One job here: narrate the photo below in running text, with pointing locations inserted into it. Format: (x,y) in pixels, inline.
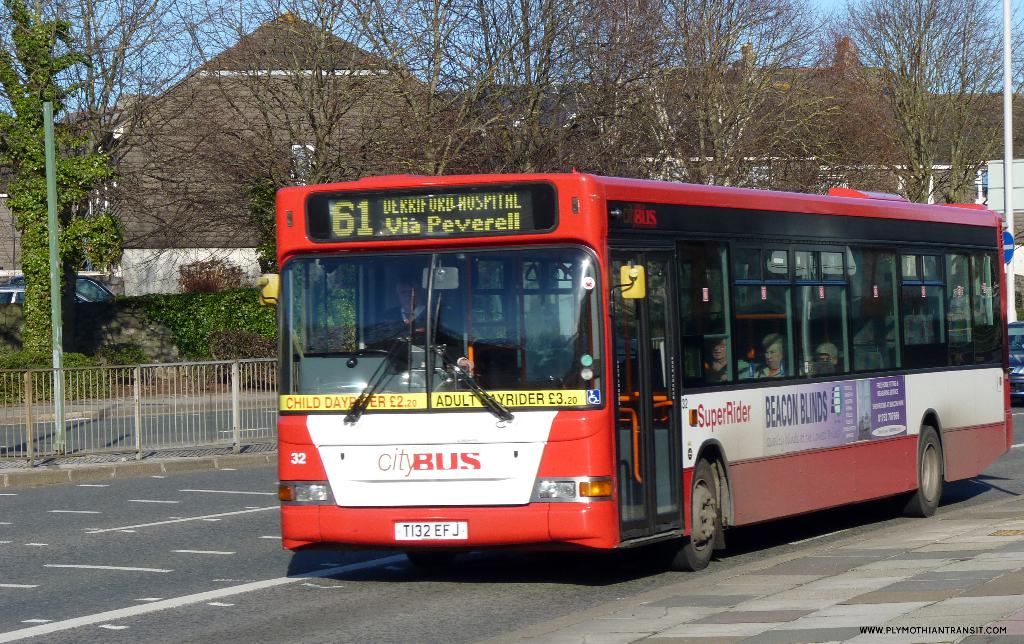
In this image I can see vehicles (997,360) with some text (568,398) written on it. In the background (177,413), I can see the railing (164,411). I can see the trees (340,127), buildings (343,108) and the sky (819,15).
